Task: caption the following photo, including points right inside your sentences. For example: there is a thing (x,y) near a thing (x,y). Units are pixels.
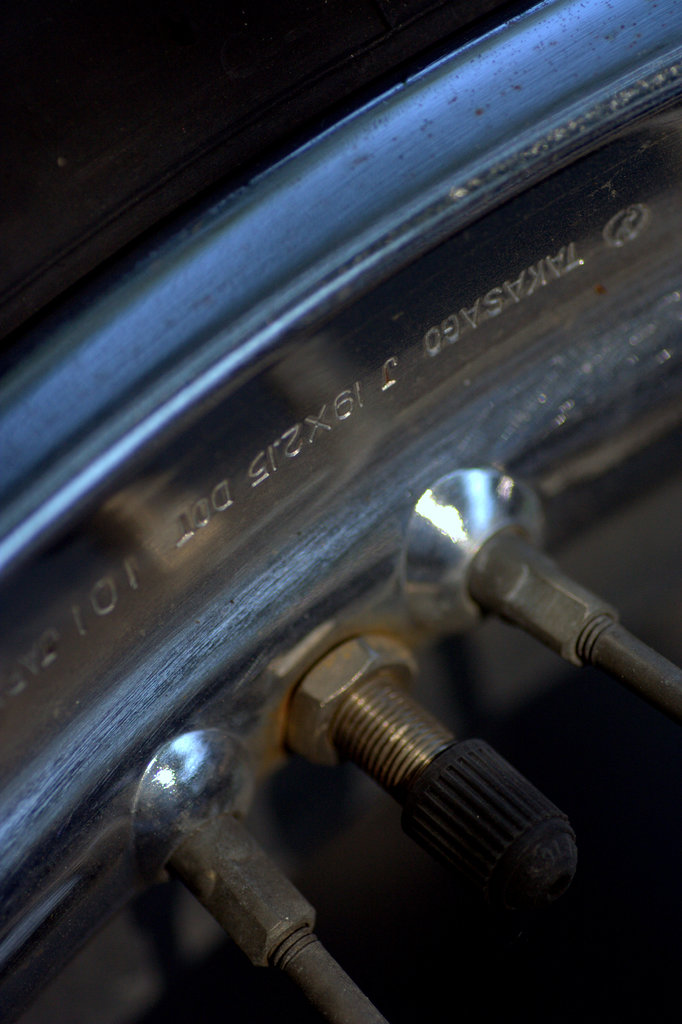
This image consists of a rim (23,834) along with spokes (257,874).
